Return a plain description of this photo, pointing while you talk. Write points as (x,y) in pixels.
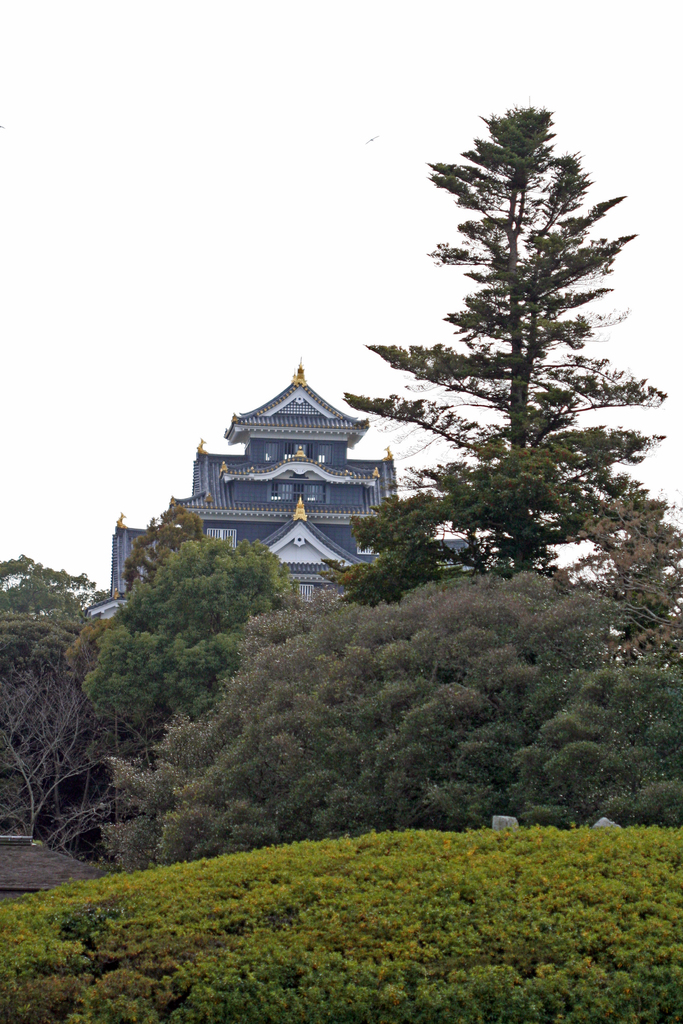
In this image we can see a building (317,513). There are many trees (359,705) and plants (458,931) in the image. There is a sky (331,201) in the image. There is an object (28,855) at the left side of the image (42,864).
